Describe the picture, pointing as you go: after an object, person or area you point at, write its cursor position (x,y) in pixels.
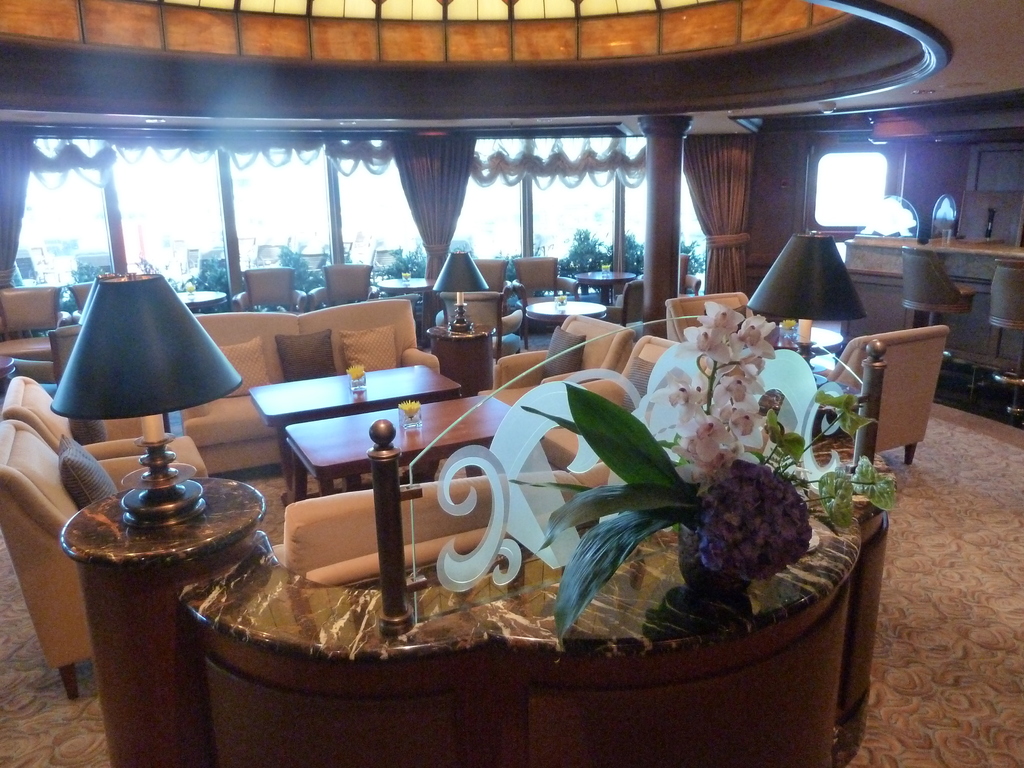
There are sofas (59,481) and tables (385,401), there are lamps (826,304), this is a plant (732,469), these are curtains (720,273) and chairs (938,272).
